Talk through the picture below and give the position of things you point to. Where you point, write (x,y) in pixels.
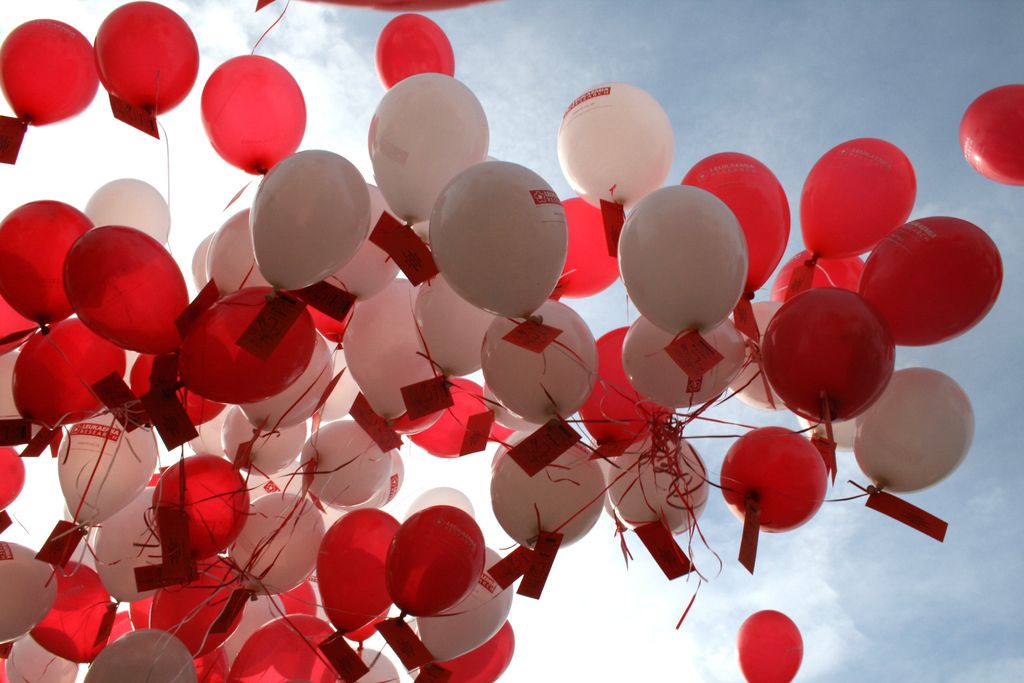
In front of the image there are balloons (738,451). In the background of the image (677,87) there is sky (634,16).
